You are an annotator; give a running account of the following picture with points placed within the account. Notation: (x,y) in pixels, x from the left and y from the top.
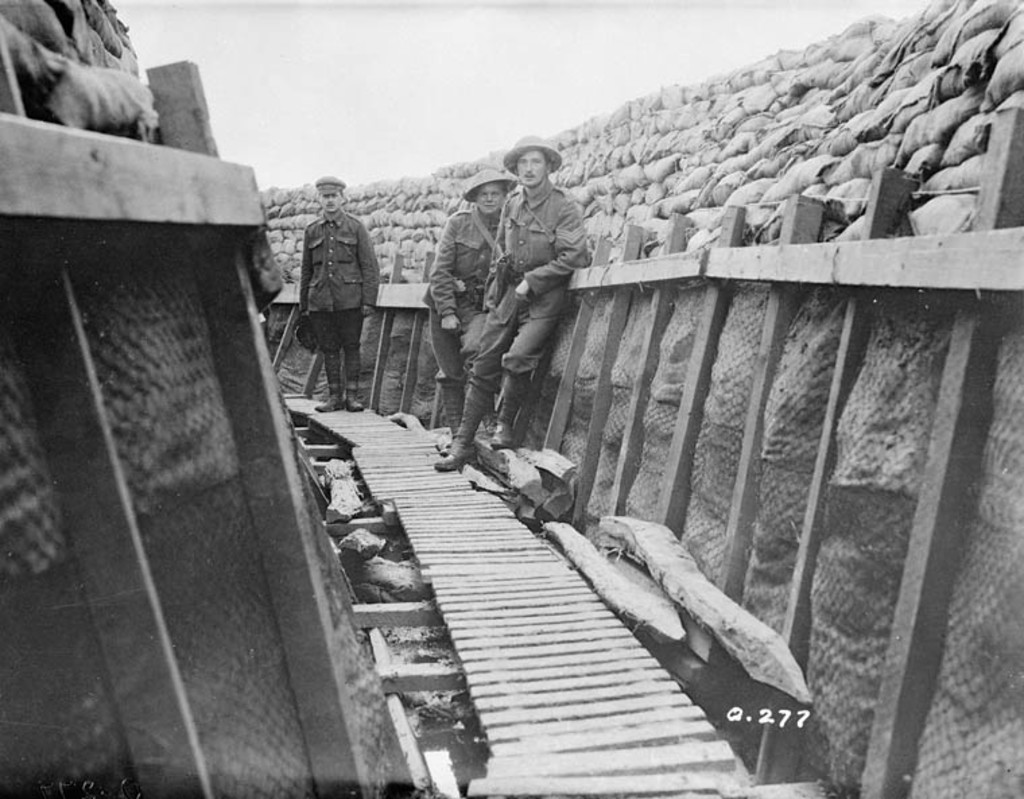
In this black and white picture there are three men (335,247) standing. In the center (410,455) there is a path (473,591). There is a railing (224,386) on the either sides of the path (496,579). Behind the railing (763,396) there are sacks (696,140). At the top (421,64) there is the sky (392,97).
